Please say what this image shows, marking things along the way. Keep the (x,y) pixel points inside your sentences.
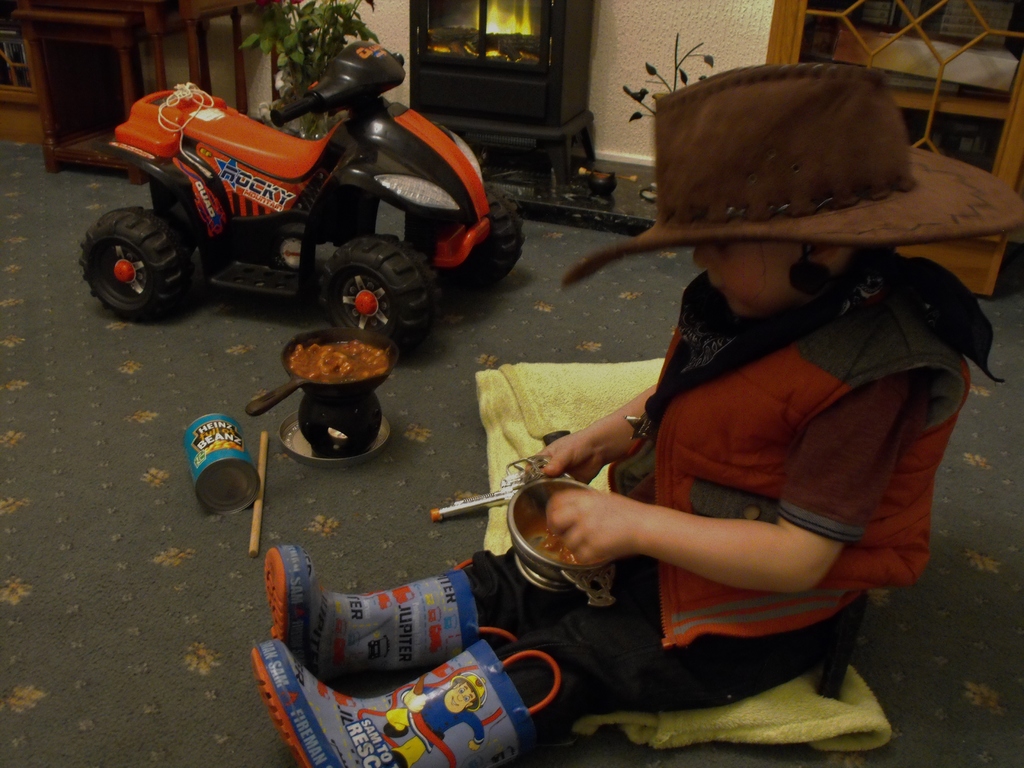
In this picture there is a small boy (660,202) on the right side of the image (692,383) and there is a small bike (453,199) at the top side of the image (306,107).
